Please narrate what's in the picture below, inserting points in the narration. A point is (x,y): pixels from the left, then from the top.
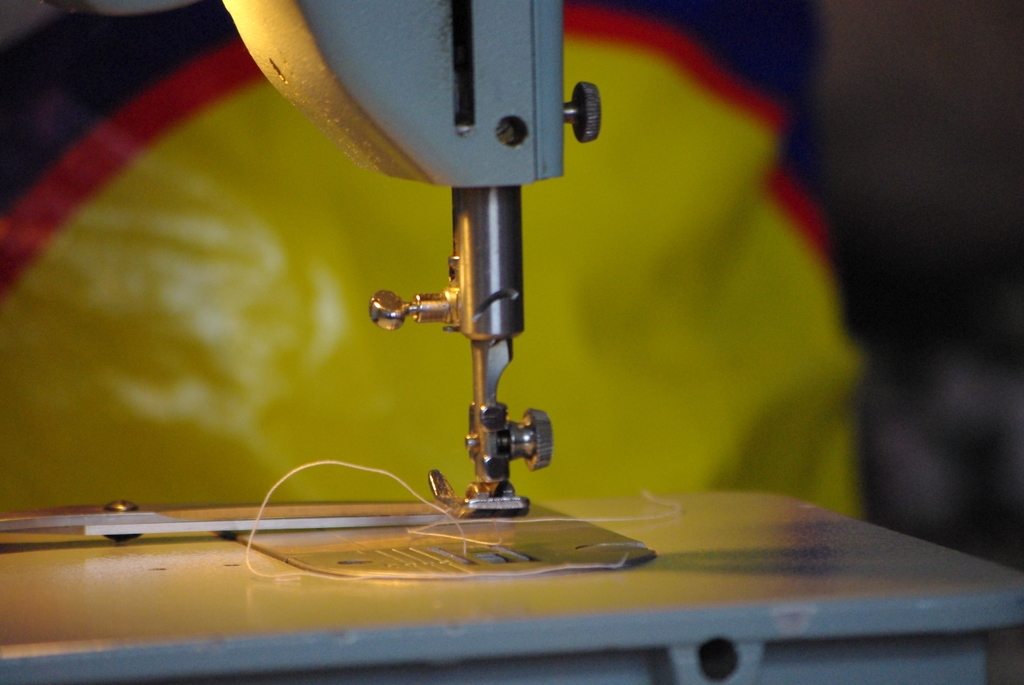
In the center of the image (464,319) we can see a sewing machine (495,517) and thread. In the background of the image (66,453) we can see the wall (979,131) and cloth (598,369).
